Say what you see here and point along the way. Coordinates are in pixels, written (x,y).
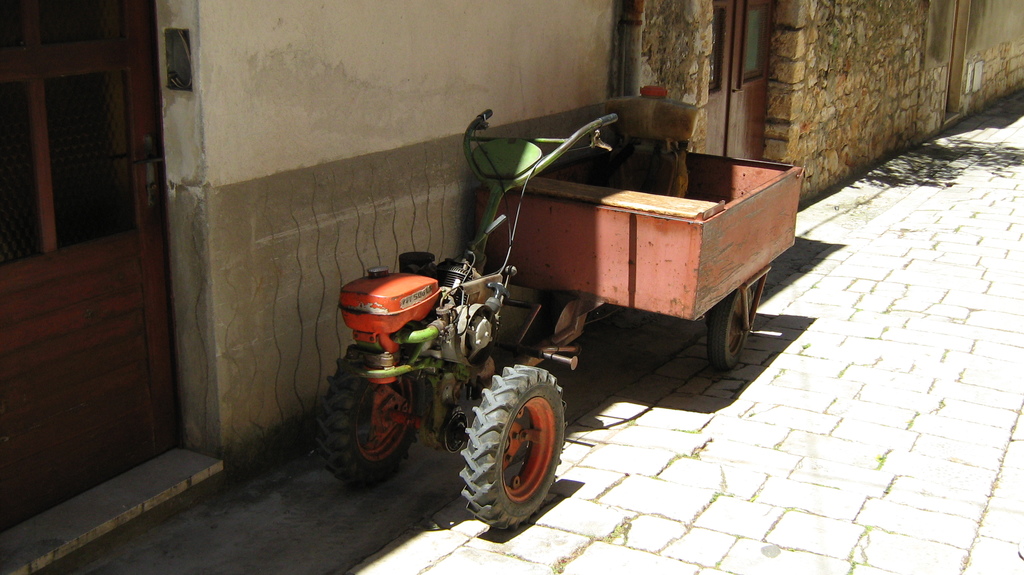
In this image there is a tractor (382,306) with a trolley (556,261) on the road surface (717,428), beside the tractor (351,313) there is a house (372,115) with doors (21,450).
